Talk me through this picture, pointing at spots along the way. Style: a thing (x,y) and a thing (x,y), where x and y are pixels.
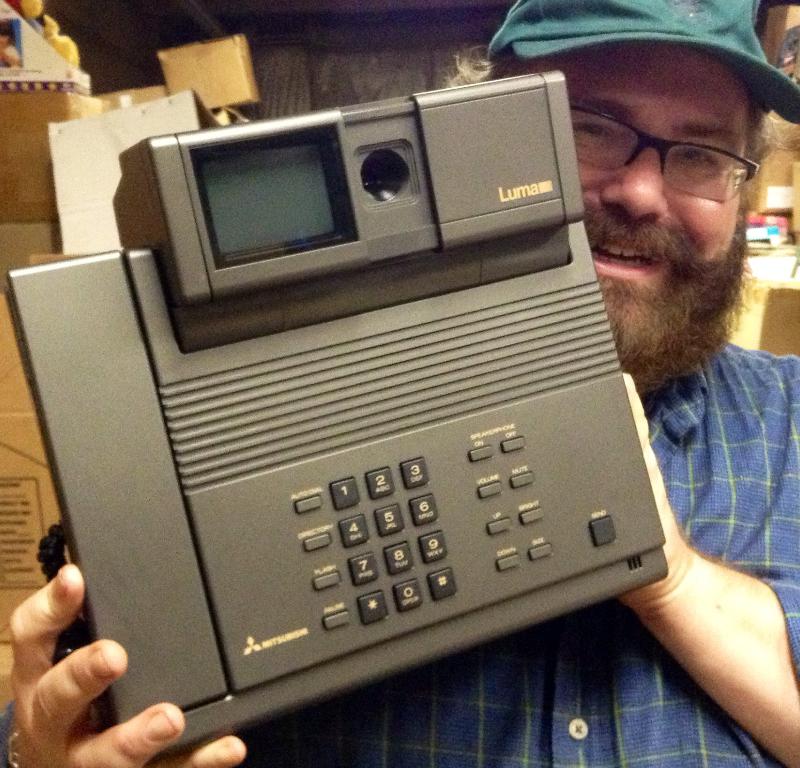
in this picture there is a man (661,615) holding a telephone (256,315). In the background (93,119) there are boxes (163,52) and wall (218,37).
